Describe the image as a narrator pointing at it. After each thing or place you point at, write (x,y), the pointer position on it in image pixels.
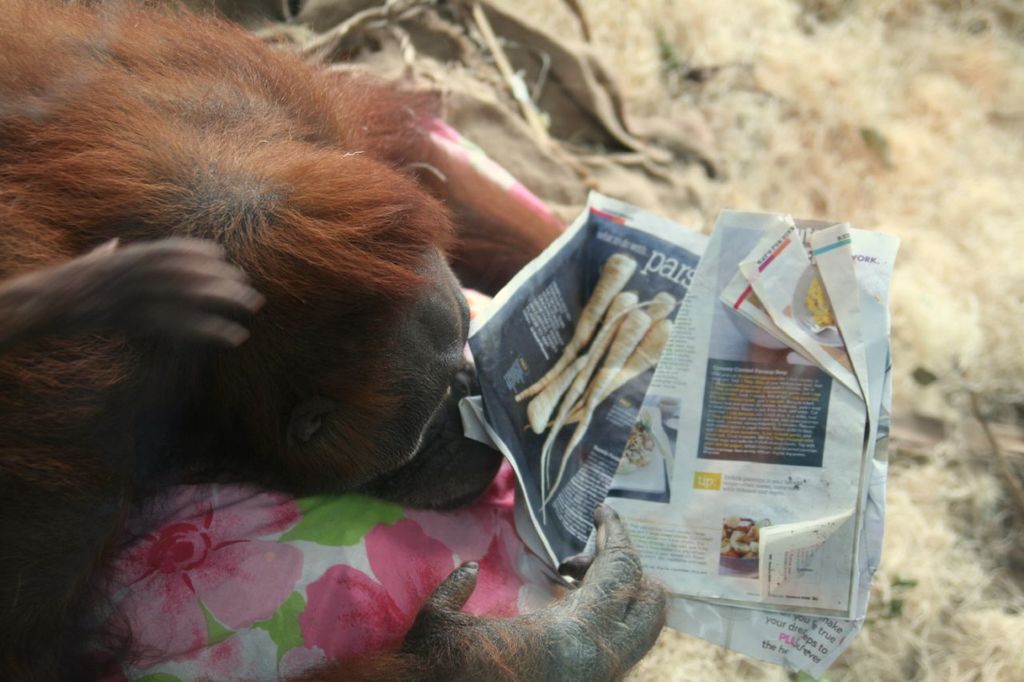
On the left of this picture (205,69) we can see a monkey (215,317) seems to be sleeping on an object (262,540) which seems to be a pillow (502,589) and we can see the text (716,365) and some pictures (619,314) on the news paper (657,408). In the background (782,118) we can see some other objects (795,107).
